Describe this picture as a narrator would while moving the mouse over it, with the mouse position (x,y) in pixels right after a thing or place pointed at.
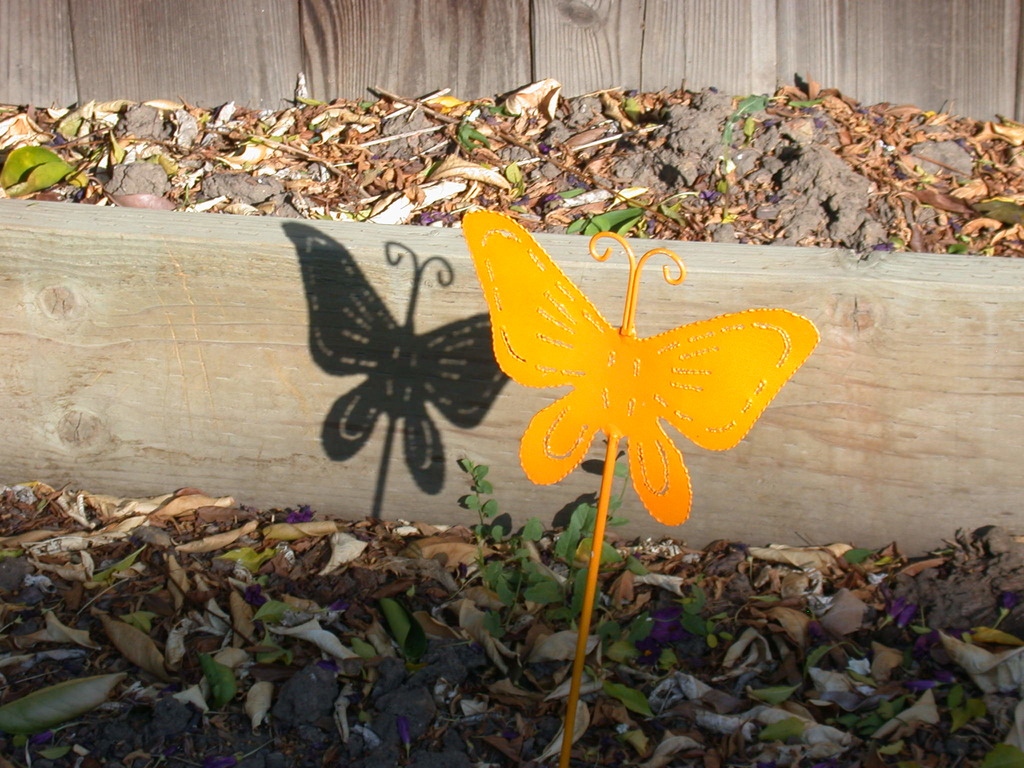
In this image I can see the yellow color object (556,368) which is in the shape of butterfly. I can see the dried leaves (387,593) and the wooden object (454,261).
